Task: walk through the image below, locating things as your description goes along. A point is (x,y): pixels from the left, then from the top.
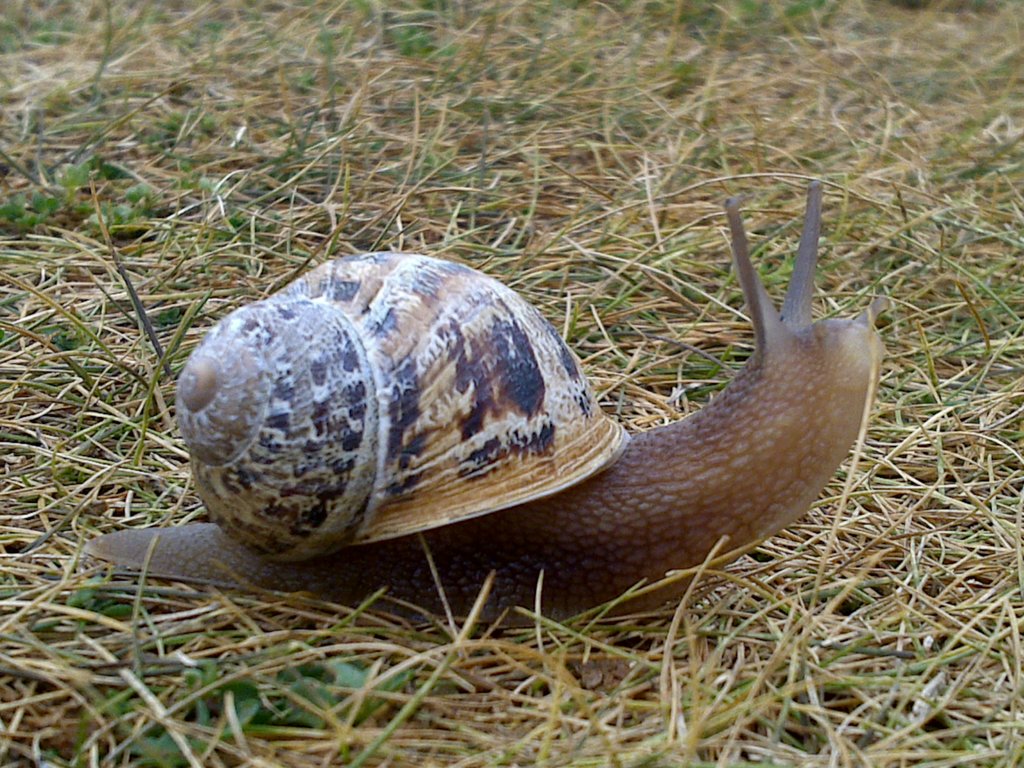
In this image we can see a snail (498,460). There is a grassy land (586,135) in the image.
